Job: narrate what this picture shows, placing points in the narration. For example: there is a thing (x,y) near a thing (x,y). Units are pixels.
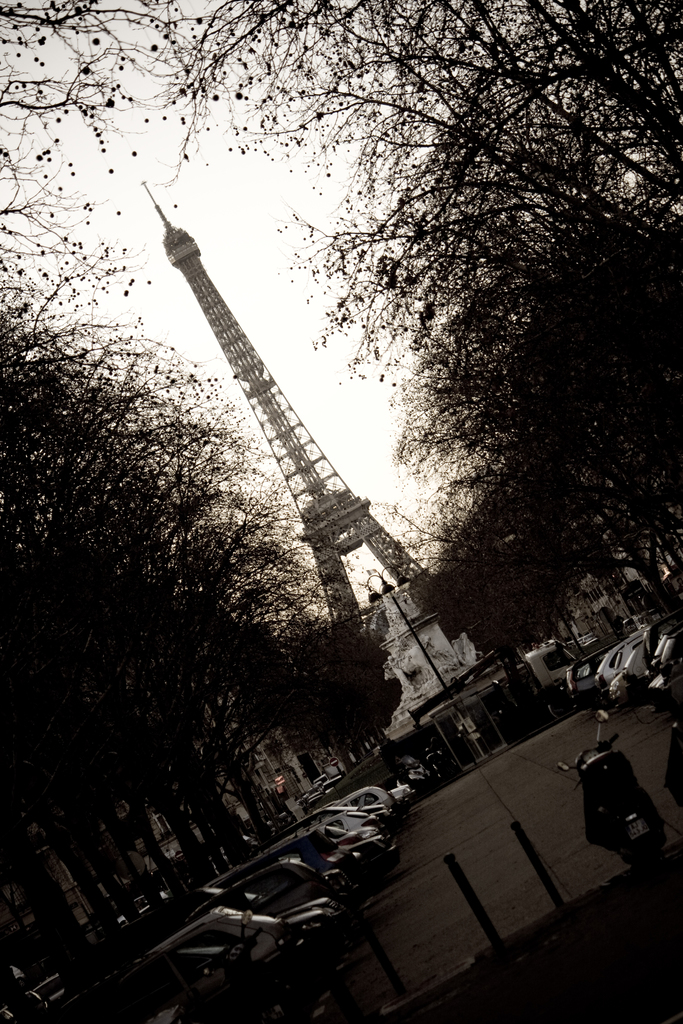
In this image I can see an Eiffel tower (244,364). I can see few vehicles (661,650). I can see few trees (419,406). I can see the sky (328,393).
